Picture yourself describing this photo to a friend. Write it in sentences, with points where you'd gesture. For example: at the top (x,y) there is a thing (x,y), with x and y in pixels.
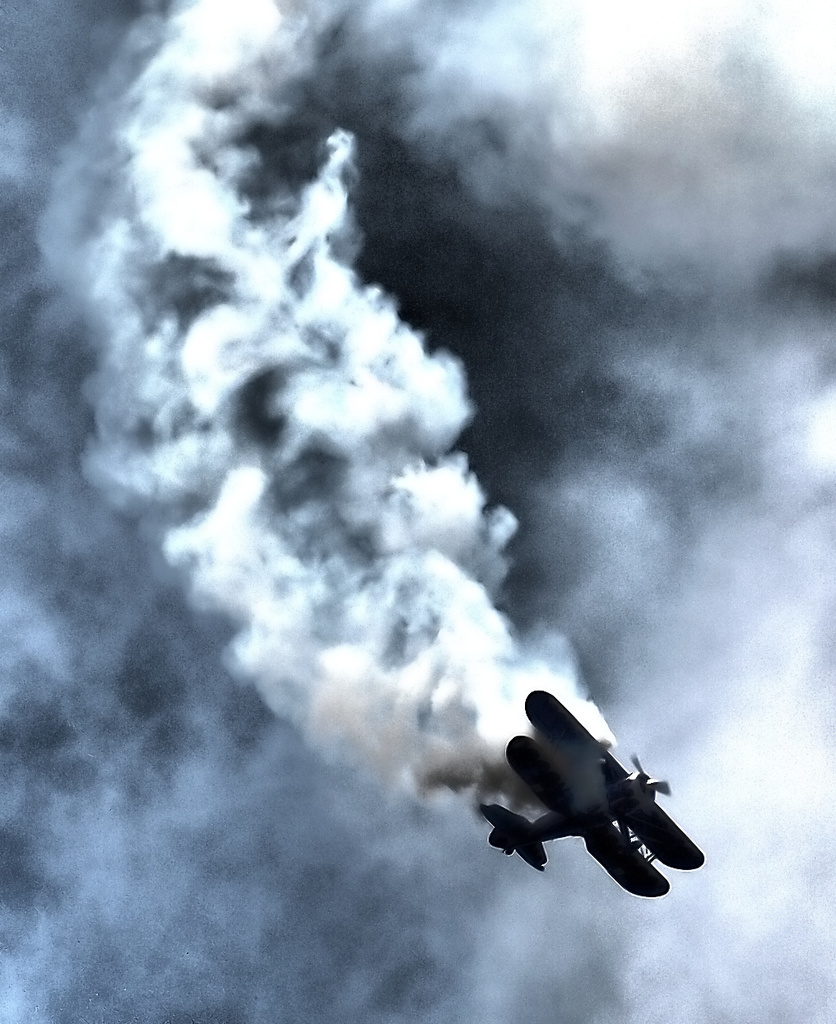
In this image we can see one aircraft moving in the sky (723,552), some smoke (291,433) and background (485,174) there is a cloudy sky (546,299).
